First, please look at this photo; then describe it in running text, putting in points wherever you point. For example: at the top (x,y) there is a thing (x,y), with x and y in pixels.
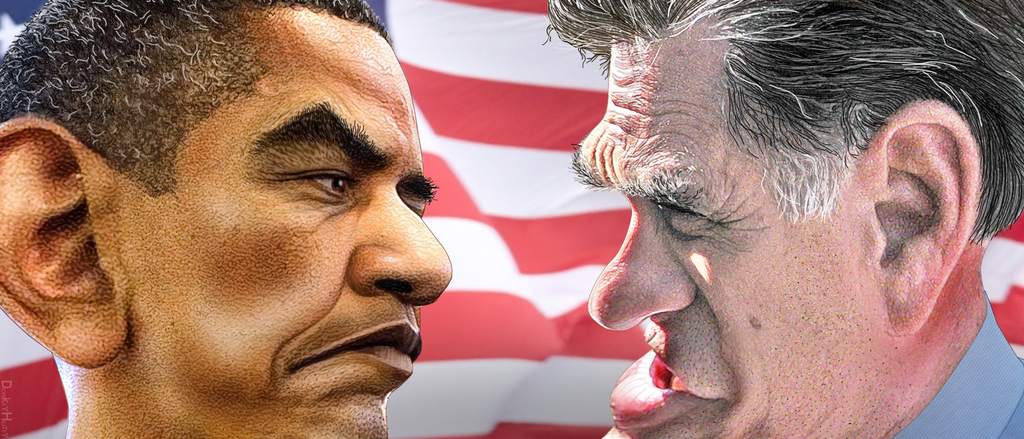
This looks like an edited image. I can see the faces (391,314) of two people (367,336). In the background (507,175), I think this is a flag (491,138).
